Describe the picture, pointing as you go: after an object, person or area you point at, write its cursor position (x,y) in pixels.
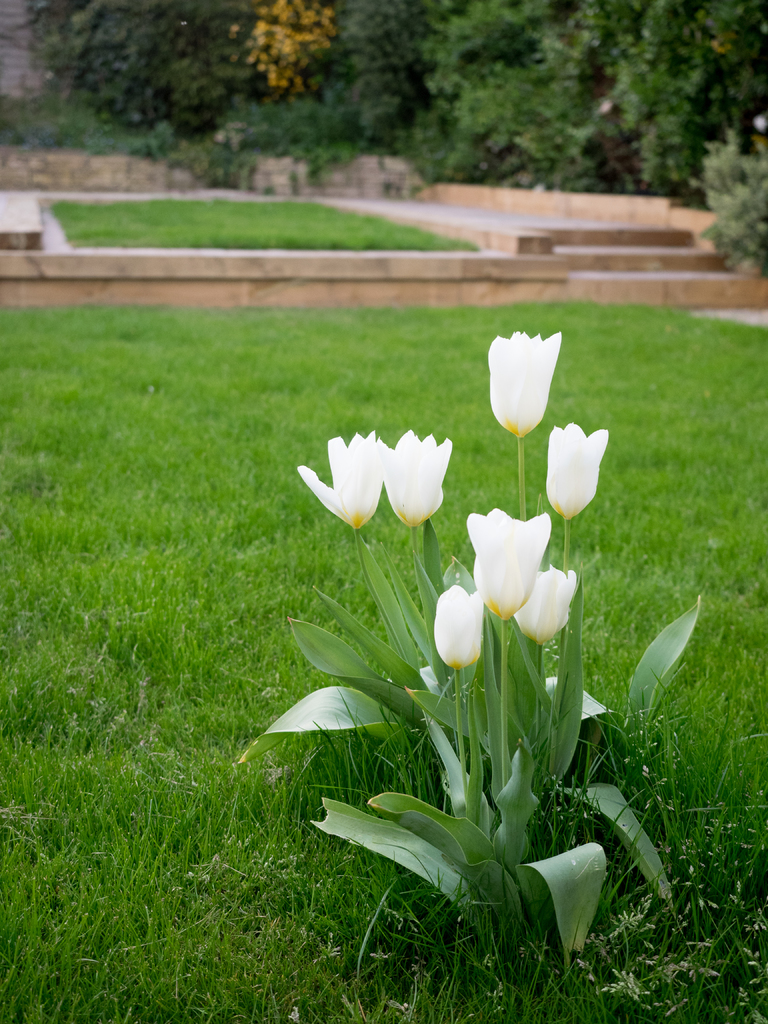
In the picture we can see a grass surface (631,863) on it, we can see a plant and flowers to it which are white in color and far away from it, we can see some part of grass surface (324,233) and behind it we can see some plants (269,118).
